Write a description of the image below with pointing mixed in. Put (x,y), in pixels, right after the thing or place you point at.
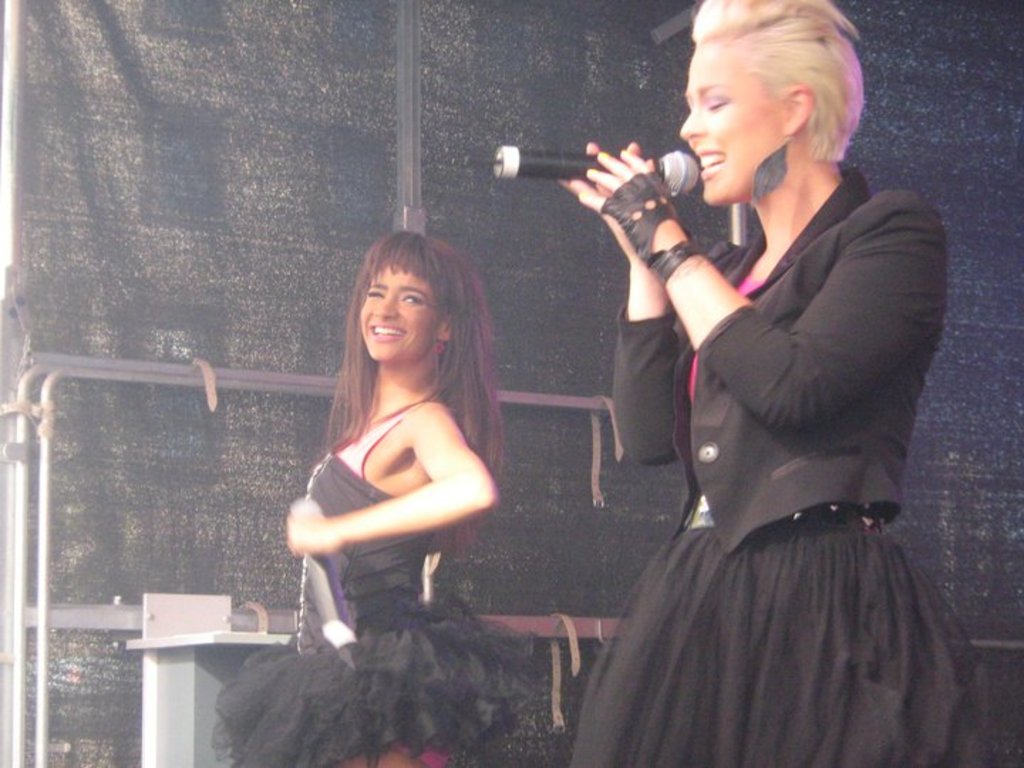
On the right side of the image (903,372) we can see a lady (941,611) is standing and wearing costume (843,222) and holding a mic (681,180) and singing. In the middle of the image (388,288) we can see a lady (471,401) is standing and wearing a frock (388,618) and smiling and holding a mic (340,630). In the background of the image (296,213) we can see the rods (603,624), belts (596,451) and cloth (466,245).
